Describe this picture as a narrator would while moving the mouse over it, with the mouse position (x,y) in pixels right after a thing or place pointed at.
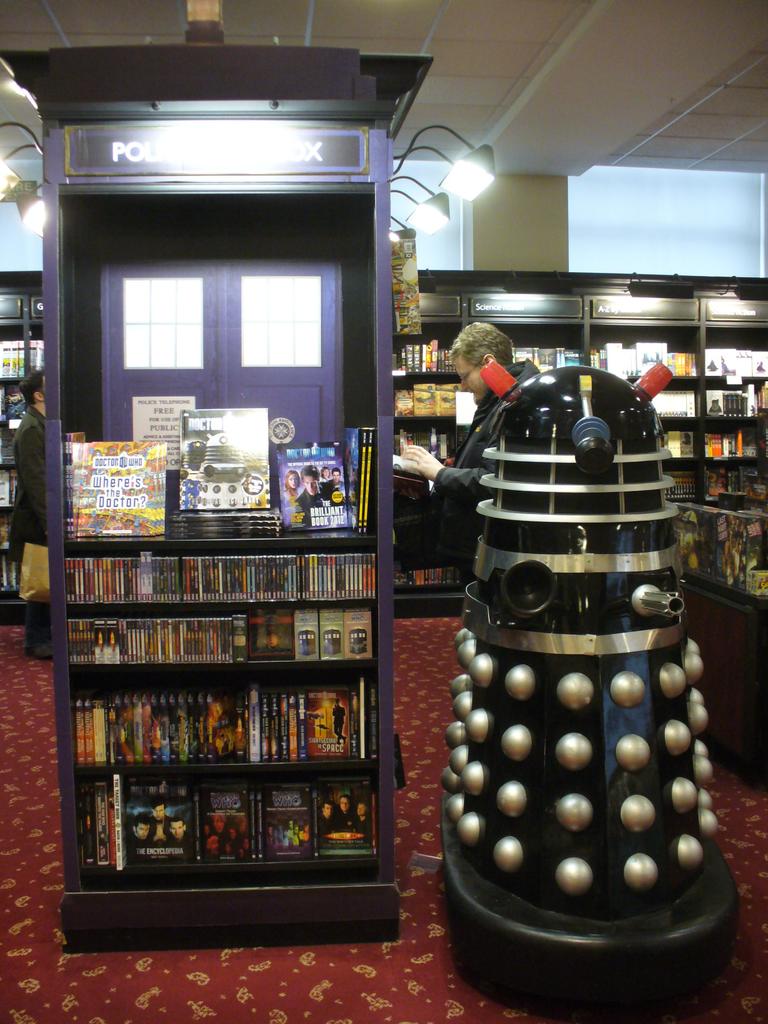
In the picture it looks like some store (274,459), there are many books (228,520) and other items (742,535) kept in the shelves (492,275) and there is a person (481,351) standing in front of one of the shelf (421,444) and in the front (607,718) there is some object (569,506) on the right side (586,781) and beside that there is another object (75,853) there are few lights (471,181) fixed above that object (343,163).
